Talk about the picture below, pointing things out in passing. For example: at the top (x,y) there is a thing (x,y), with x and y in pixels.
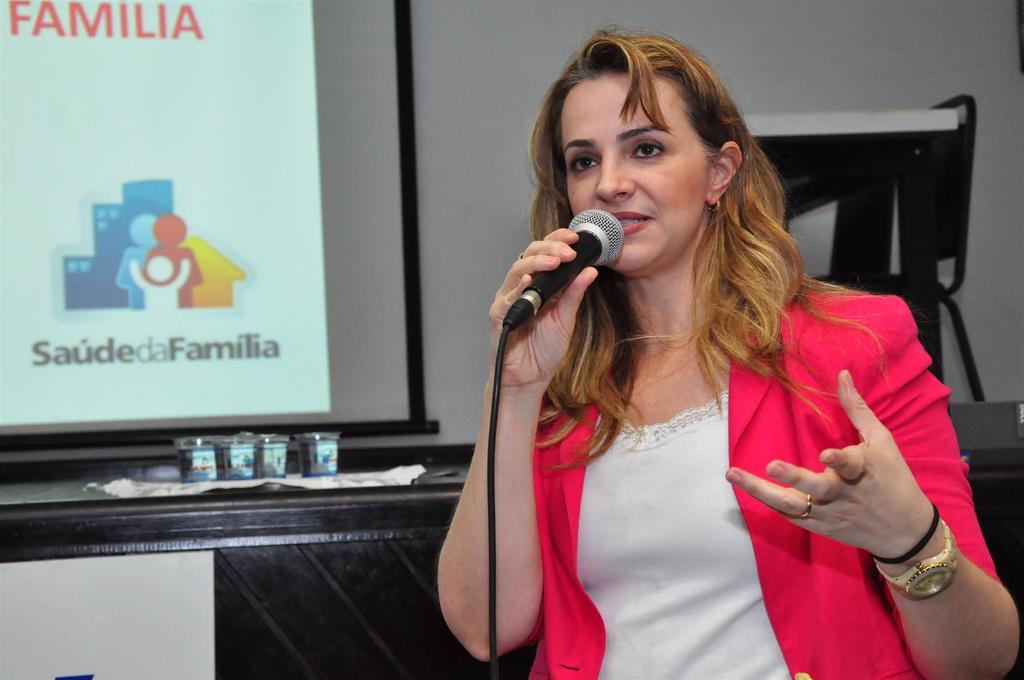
As we can see in the image, there is a woman (701,287) speaking on mike (584,258). On the left side (282,172) there is a screen (73,191). On table (175,512) there are glasses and behind the woman (617,129) there is a gray color wall (848,38).
